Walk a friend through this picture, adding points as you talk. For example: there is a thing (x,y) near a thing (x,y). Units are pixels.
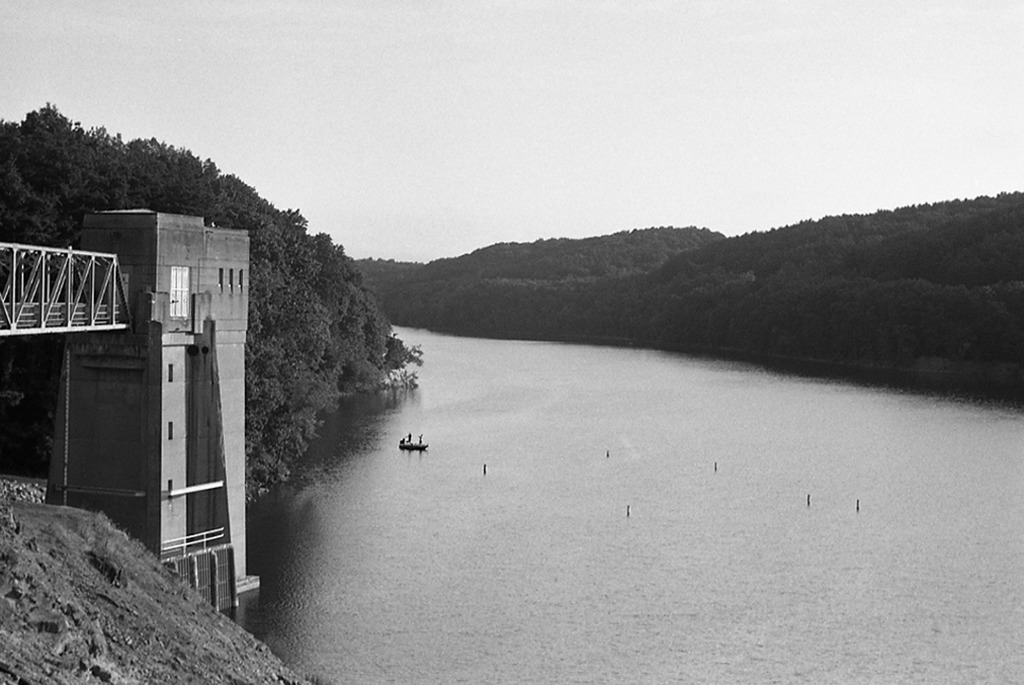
This is a black and white image. In this image, on the right side (850,245), we can see some trees (1015,227) and plants (1001,224). On the left side (186,414), we can see a bridge (112,307), buildings (182,280), some trees (316,294), plants (297,356). On the left corner (75,668), we can see a land (163,656) with some stones (102,613). In the middle of the image (482,368), we can see a boat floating on the water (397,463), on that boat (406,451), we can see few people (410,434). At the top (428,148), we can see a sky (391,193).
